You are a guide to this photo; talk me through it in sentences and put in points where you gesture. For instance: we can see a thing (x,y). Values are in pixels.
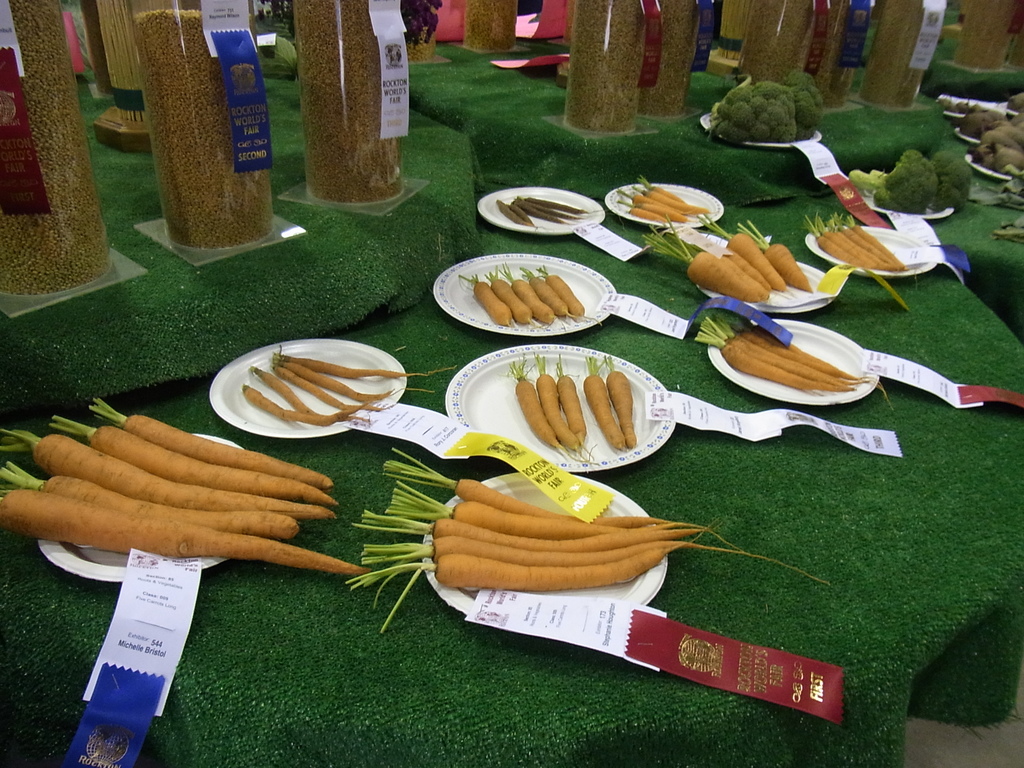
There are carrots (151,490) arranged on the white color plates (566,226), along with the slips (151,597) on the table (702,540) which is covered with green color carpet (924,552). In the background (994,150), there are other objects (846,84) placed on the tables (1010,82), which are covered with green color carpet (459,181).
